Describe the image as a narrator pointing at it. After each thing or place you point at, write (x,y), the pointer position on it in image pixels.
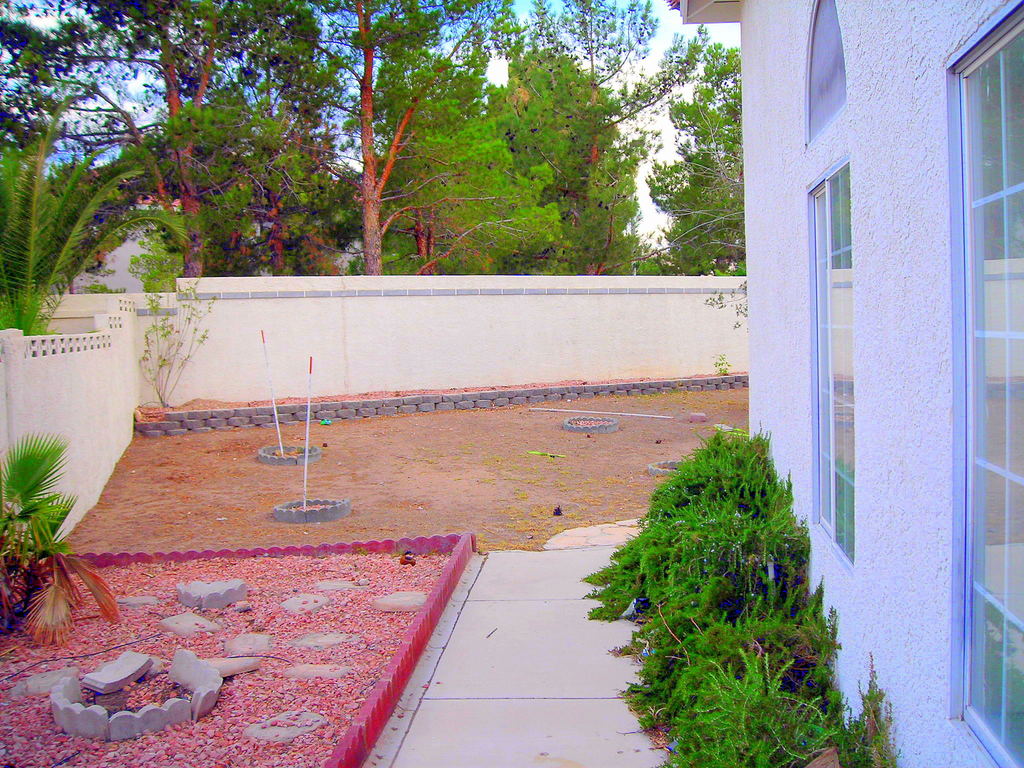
In this picture we can see plants (48,542), stones (226,571), walls (341,358), trees (501,202), path (457,716), building (875,206) with windows (828,214) and some objects (344,508) and in the background (623,71) we can see the sky (689,32).
